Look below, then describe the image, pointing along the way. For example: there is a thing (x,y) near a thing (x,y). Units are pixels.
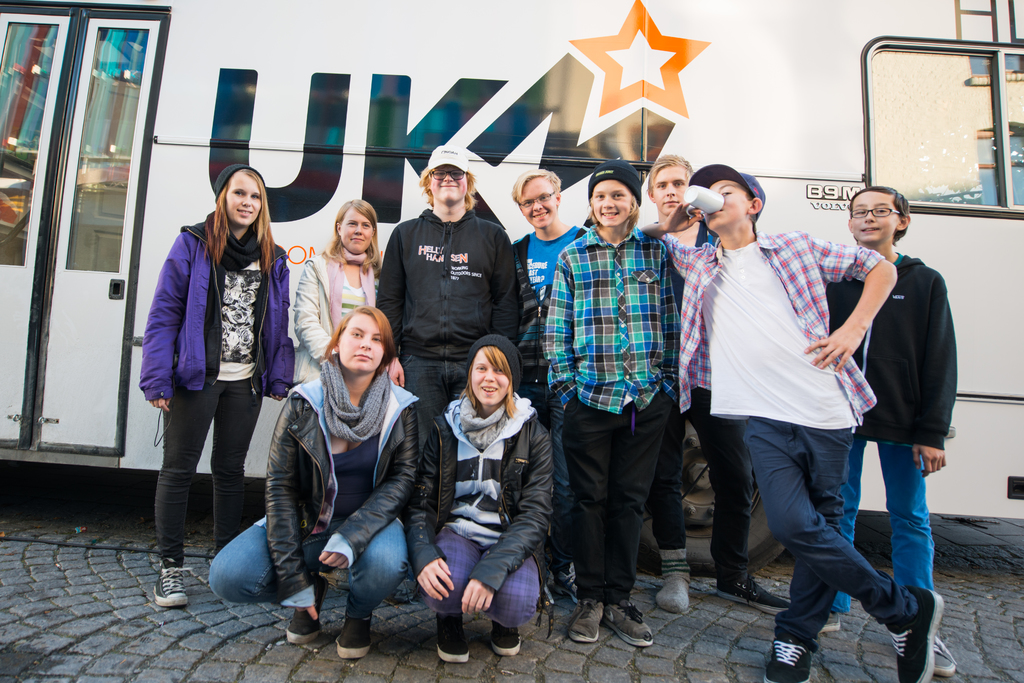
In this image I can see number of people (458,366) and I can see few of them are wearing jackets (521,301) and few of them are wearing caps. I can also see smile on few faces (604,196) and on the right side of the image (791,421) I can see one man (715,271) is holding a white colour mug (712,210). Behind them I can see a white colour vehicle (82,57) and on it I can see something is written. On the left side of the image (98,211) I can see doors (49,244) and on the right side of the image (952,61) I can see windows (897,51) of the vehicle (890,154).
